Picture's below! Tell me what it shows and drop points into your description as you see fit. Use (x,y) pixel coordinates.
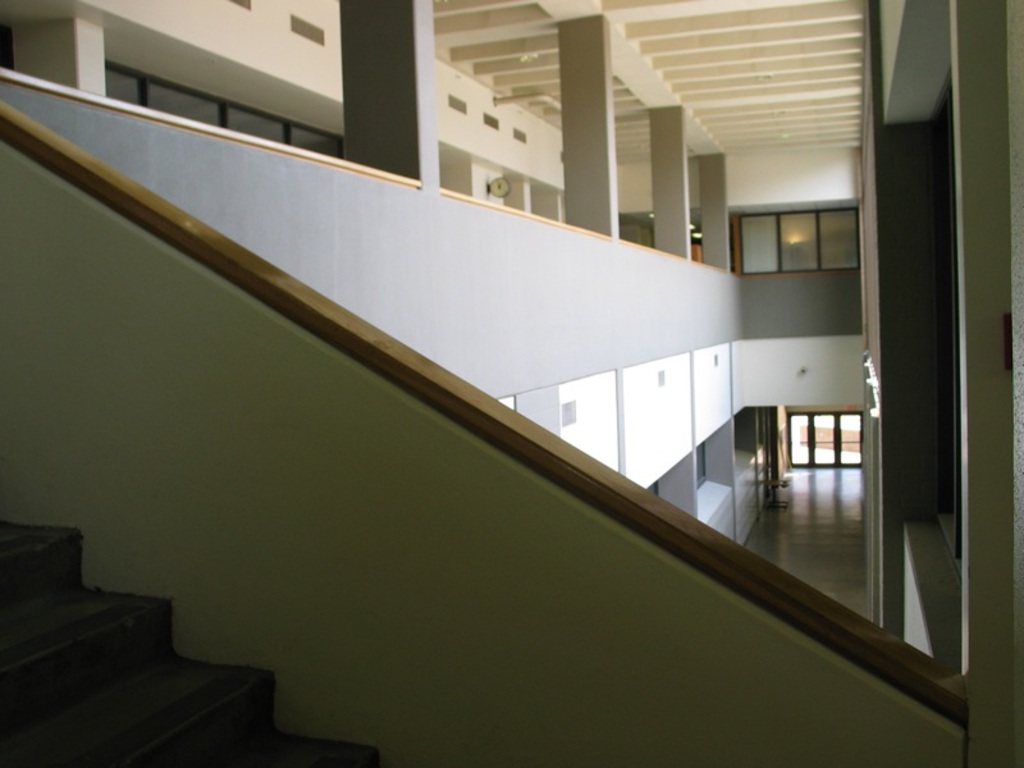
In this picture i can see the inside view of the building (556,309). At the bottom (106,764) there are stairs (213,732). In the background (822,455) i can see the windows (800,228) and doors (809,452). On the left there are pillars (424,27). On the right (880,398) i can see the tube lights (877,412) on the wall (869,428).
